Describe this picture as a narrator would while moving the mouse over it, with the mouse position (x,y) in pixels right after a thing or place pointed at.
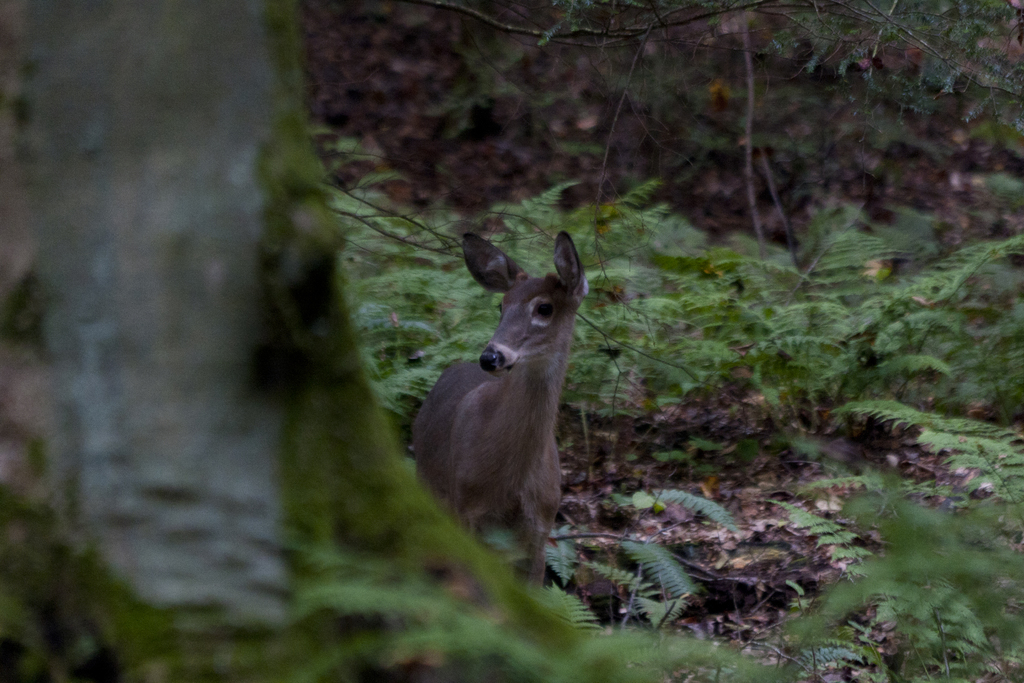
In this picture I can see a deer (517,402) and I can see trees (56,61) and few plants (695,274).
